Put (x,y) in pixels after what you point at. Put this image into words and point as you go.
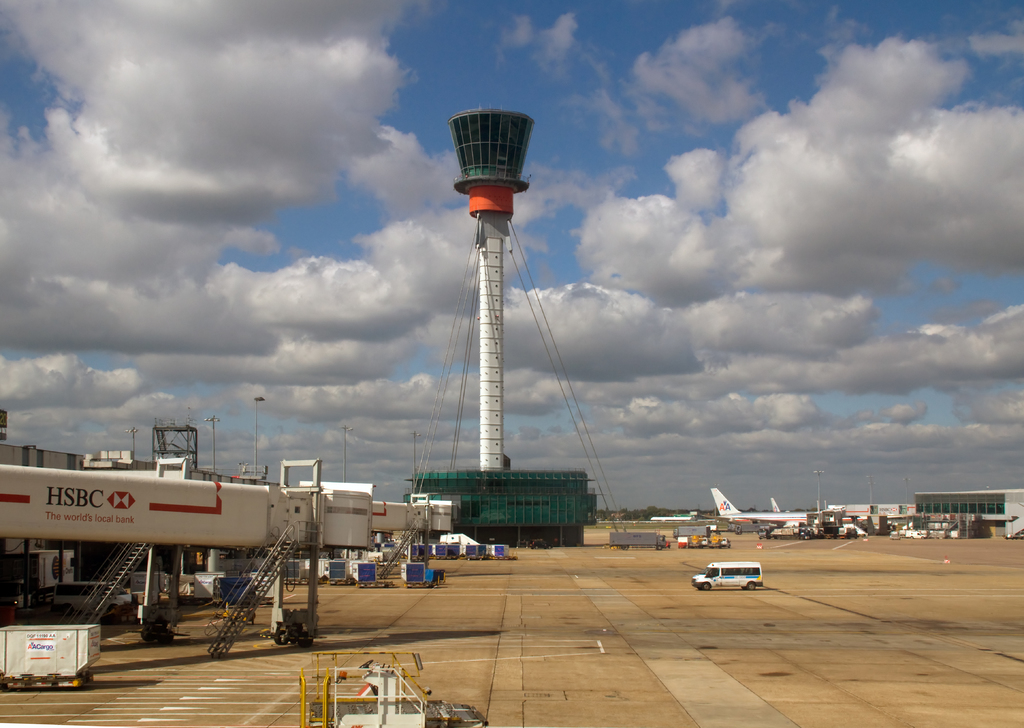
There is a ground (619,674) at the bottom of this image (606,663) and there are some vehicles (359,560) and some machinery (309,539) is present in the middle of this image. There is an aeroplane (753,520) and a building (948,513) on the right side of this image (920,520). There is a tower (500,436) in the middle of this image (499,319). There is a sky (555,426) at the top of this image (449,225).
